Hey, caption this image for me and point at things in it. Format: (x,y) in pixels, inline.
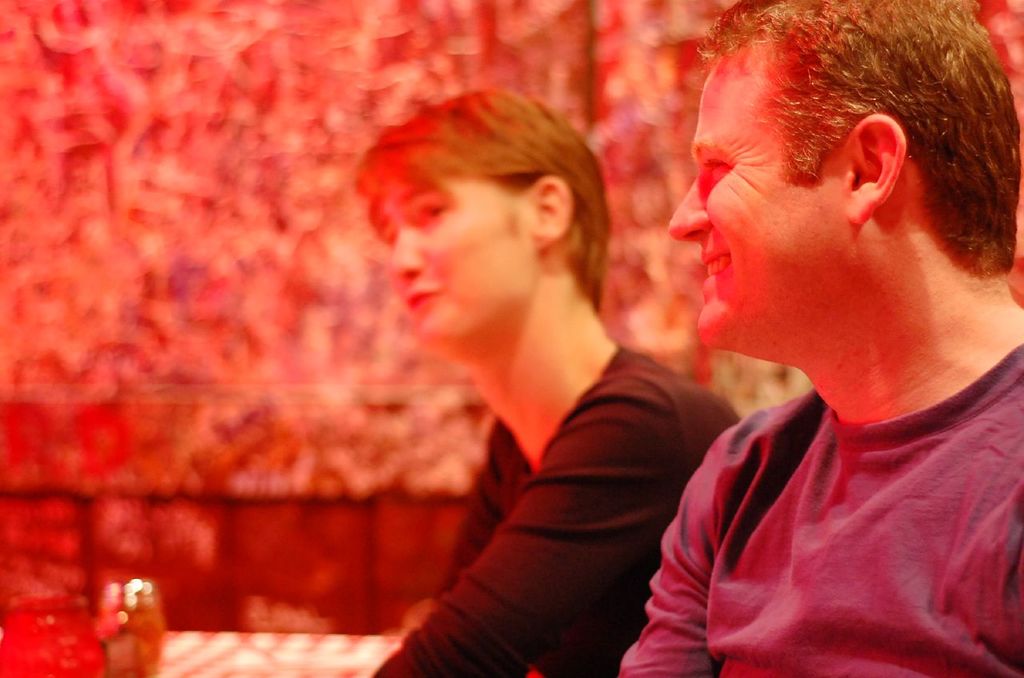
In this image, I can see two people (611,545) sitting. The background (193,186) looks red in color. This looks like an object (69,668).
